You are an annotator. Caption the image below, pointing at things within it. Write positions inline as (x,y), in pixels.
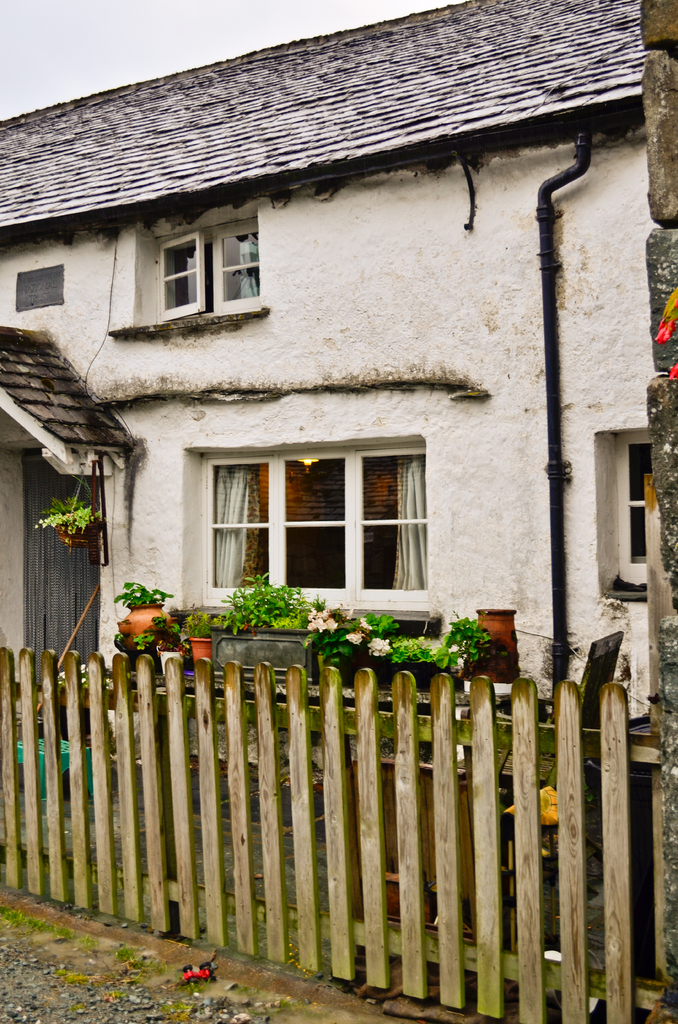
In this image I can see the house (475,440), windows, curtains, pipe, fencing (274,722) and few flower pots (297,649). The sky (140,65) is in white color.
